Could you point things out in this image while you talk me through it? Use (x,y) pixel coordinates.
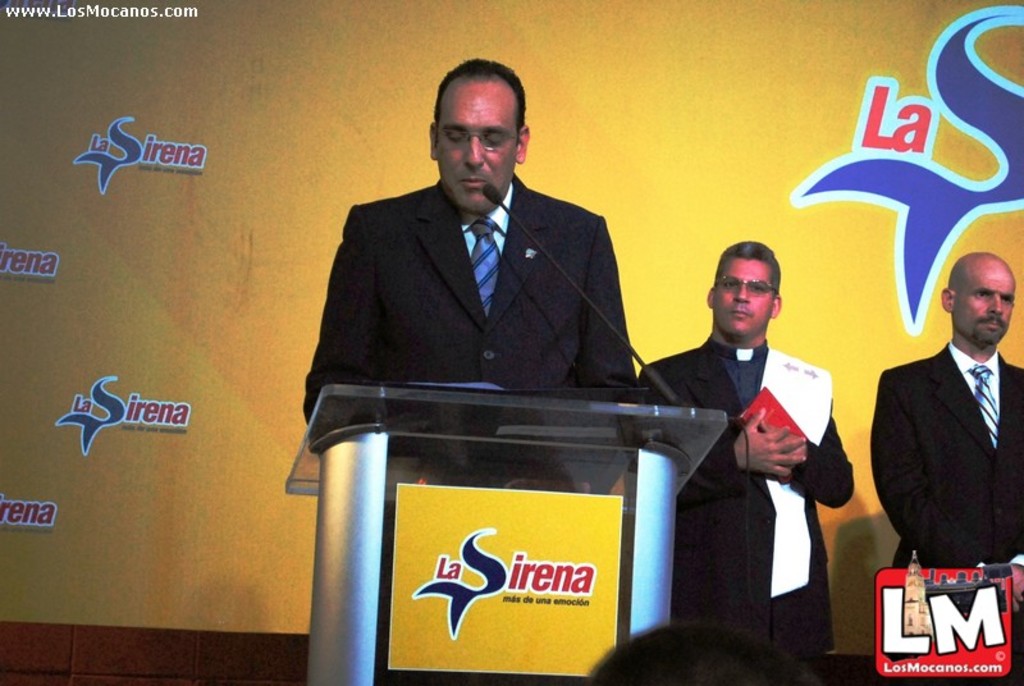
In this picture in the front (533,430) there is a podium (454,519) and on the top of the podium (518,519) there is a mic (509,219), in the center (508,280) there is a person (463,289) standing and speaking. In the background (814,294) there are persons (772,376) standing, there is a board (135,195) with some text (122,147) written on it and there is some text (548,596) written on the podium (543,570). On the bottom right of the image (727,654) there is an object (715,657) which is black in colour and there is a text (952,630) which is visible.
